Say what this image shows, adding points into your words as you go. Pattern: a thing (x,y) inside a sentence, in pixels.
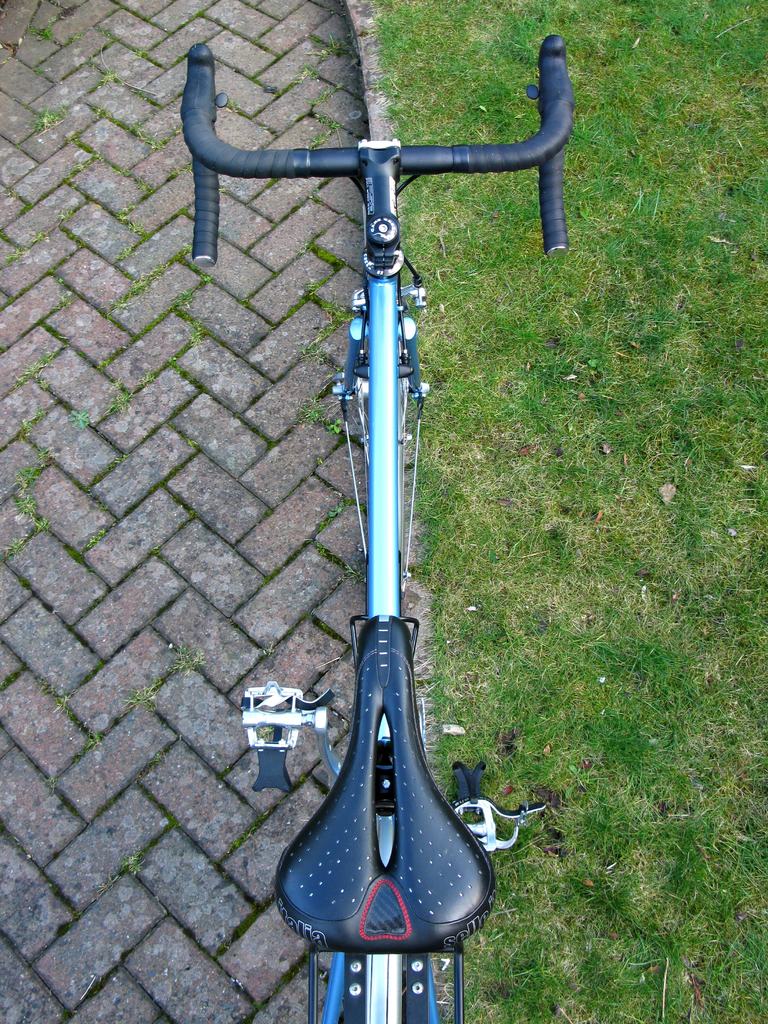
In this image I can see some grass (564,550) on the ground (609,581), a bicycle (397,374) which is blue and black in color and the road (231,611).
